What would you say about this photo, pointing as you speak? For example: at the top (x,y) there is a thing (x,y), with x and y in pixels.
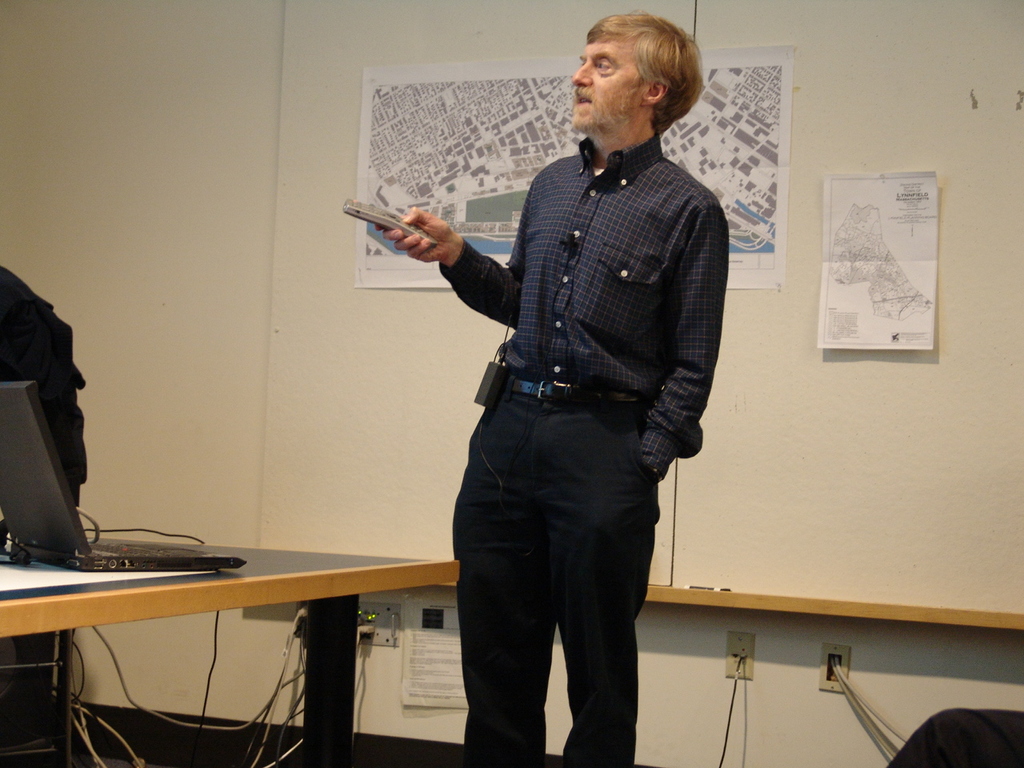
In this picture A Man (530,366) Standing, and he is holding a remote (402,224) in his hand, in front of him we can find a laptop (50,468) on the table (64,586), and also we can find couple of cables (277,702) under the table (332,710), and we can see a map (516,199) on the wall (282,295).
